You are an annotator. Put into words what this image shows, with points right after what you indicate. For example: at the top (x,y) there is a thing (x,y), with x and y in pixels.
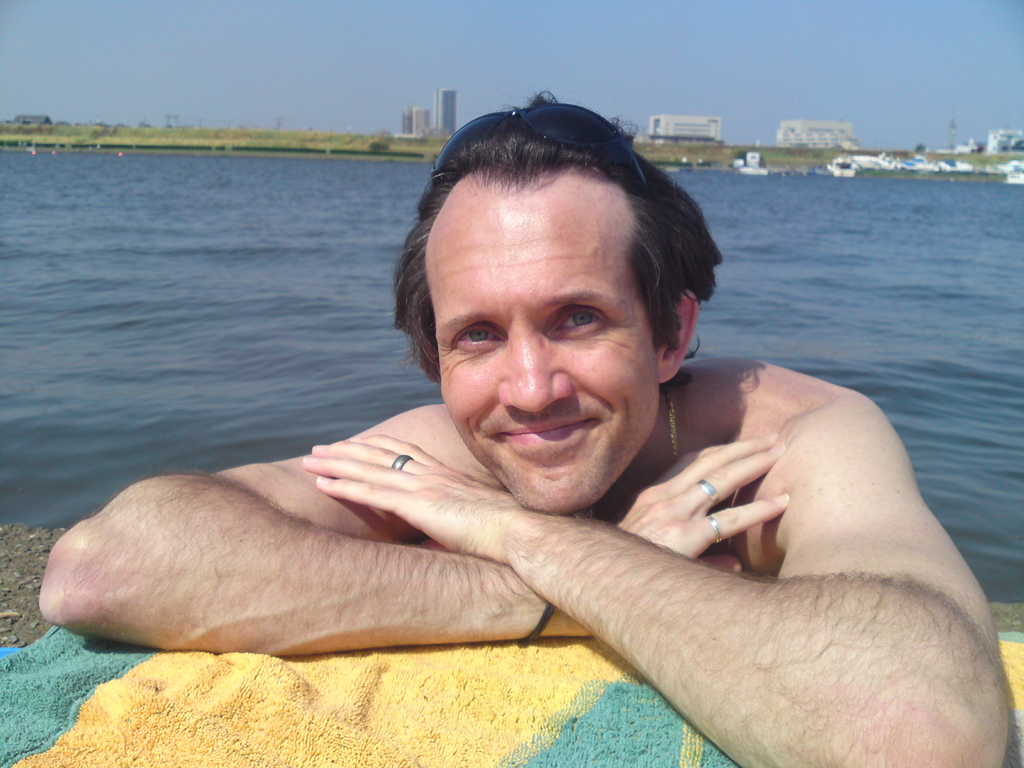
In this image in the front (515,511) there is a person (579,457) in the water (844,240) smiling, leaning on a cloth (424,655) which is yellow and green in colour. In the background (813,197) there is a sea (842,224) and there are buildings (838,136).
